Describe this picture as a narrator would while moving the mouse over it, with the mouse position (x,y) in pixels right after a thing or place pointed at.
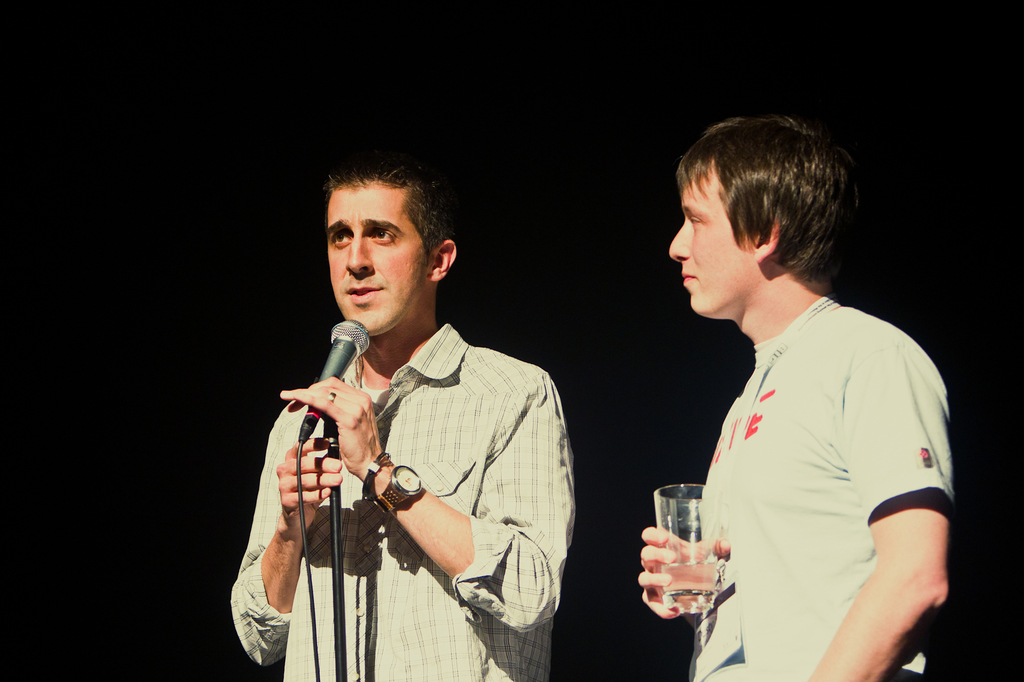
In this image I can see two person (764,325) standing. One person (305,475) is holding a mic (328,359) and the other person (777,337) is holding a glass (678,548).
